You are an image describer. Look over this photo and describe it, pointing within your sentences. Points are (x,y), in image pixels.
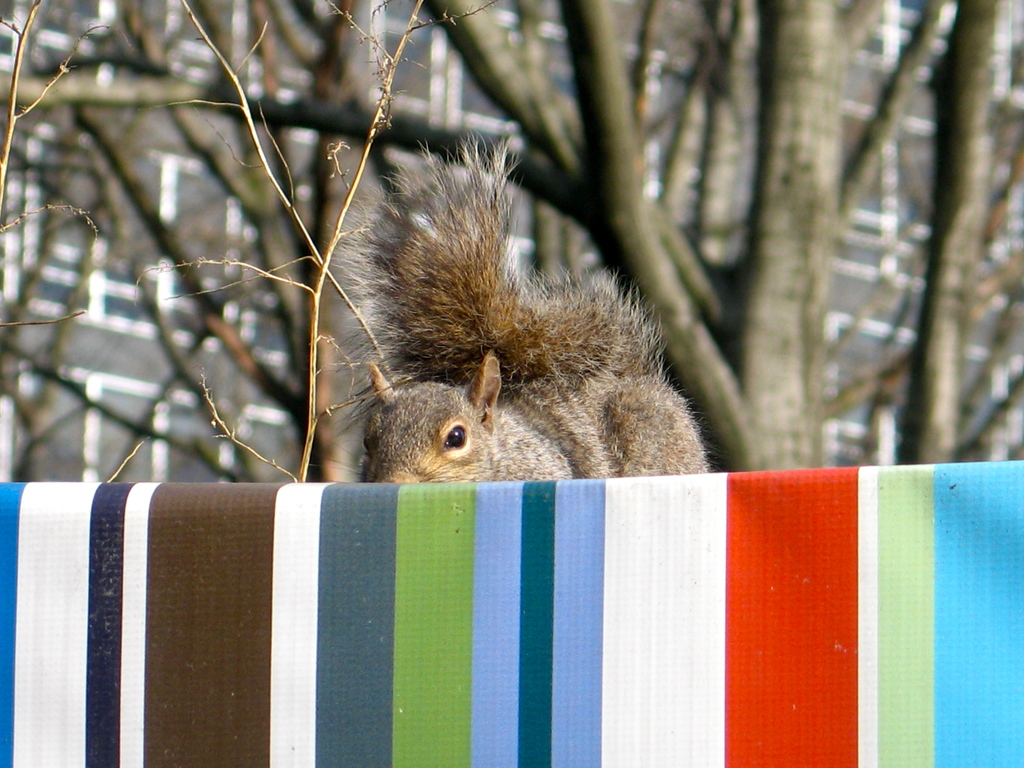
In this image, we can see a squirrel (631,382). There is a colorful object (452,574) at the bottom of the image (464,608). In the background (136,210), we can see a tree (540,80).
